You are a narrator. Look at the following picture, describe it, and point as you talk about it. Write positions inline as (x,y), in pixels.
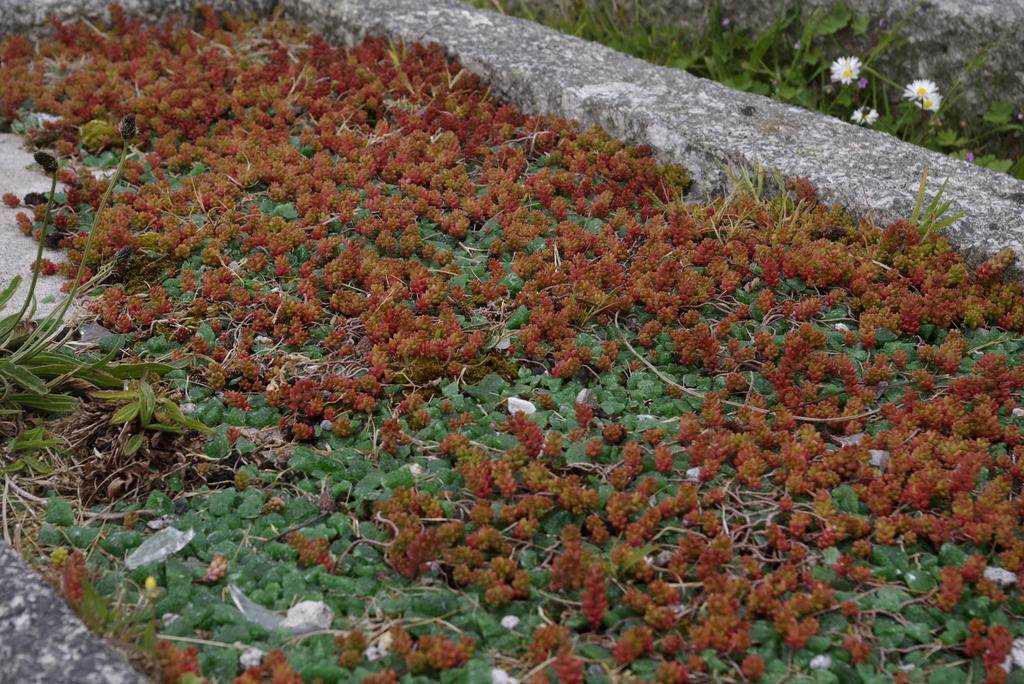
In the foreground (463,545) we can see grass (383,514) with green color leaves (327,531) and red color flowers (400,320). On the top right side (789,71), we can see white color flowers (839,63) and grass (800,82). We can see small wall (654,143). On the left side (26,372), we can see green color grass (49,361) with two petals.
